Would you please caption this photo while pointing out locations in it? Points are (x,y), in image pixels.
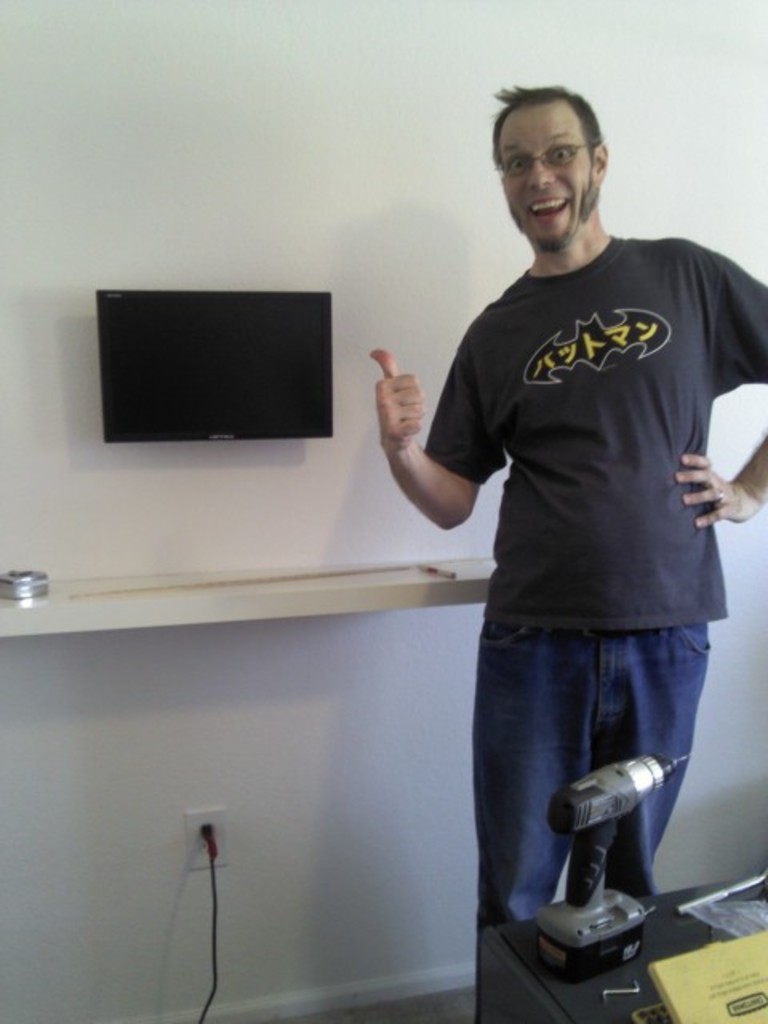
In this image we can see a man (505,302) standing on the floor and he is on the right side (688,577). He is wearing a T-shirt (687,391) and he is smiling. Here we can see a television (175,414) on the wall (279,288). Here we can see a table (497,968) on the bottom right side (610,1008). Here we can see the drilling machine (597,908) and a driller (612,809) on the table (646,939). Here we can see the socket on the wall (276,826) at the bottom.
